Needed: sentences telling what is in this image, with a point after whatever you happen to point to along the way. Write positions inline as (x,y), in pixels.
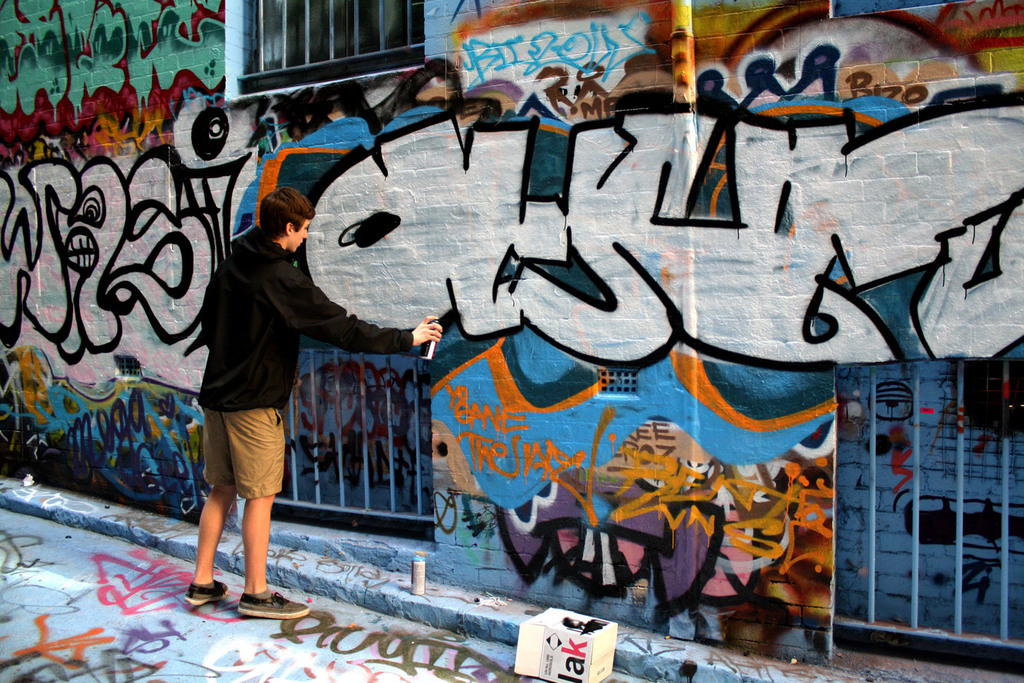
In this picture we can see a man (288,257) standing and making an art (668,288) on the wall (803,260). He is in black color jacket (243,354). And wear shoes (249,609). This is the window (339,42) and there is a box (560,639) on the floor (347,653).
